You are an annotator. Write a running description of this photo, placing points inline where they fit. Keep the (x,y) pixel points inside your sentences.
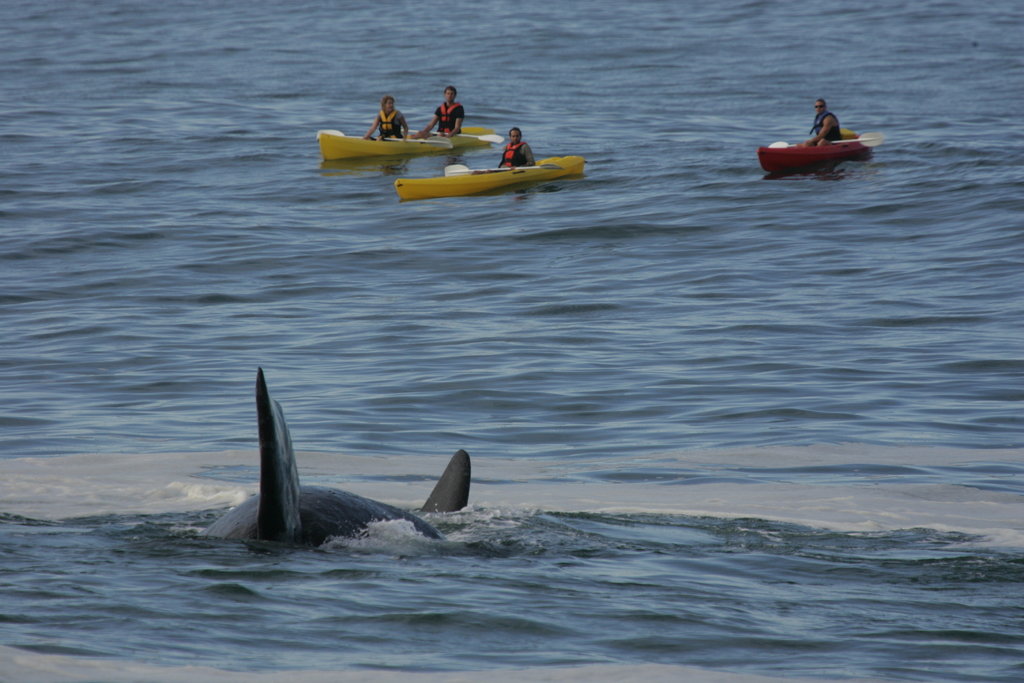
Here I can see the water (669,478). It seems to be an ocean (381,412). At the bottom (305,522), I can see a whale (327,504). In the background (450,127) there are few people (403,115) sitting on the boats (463,138).
